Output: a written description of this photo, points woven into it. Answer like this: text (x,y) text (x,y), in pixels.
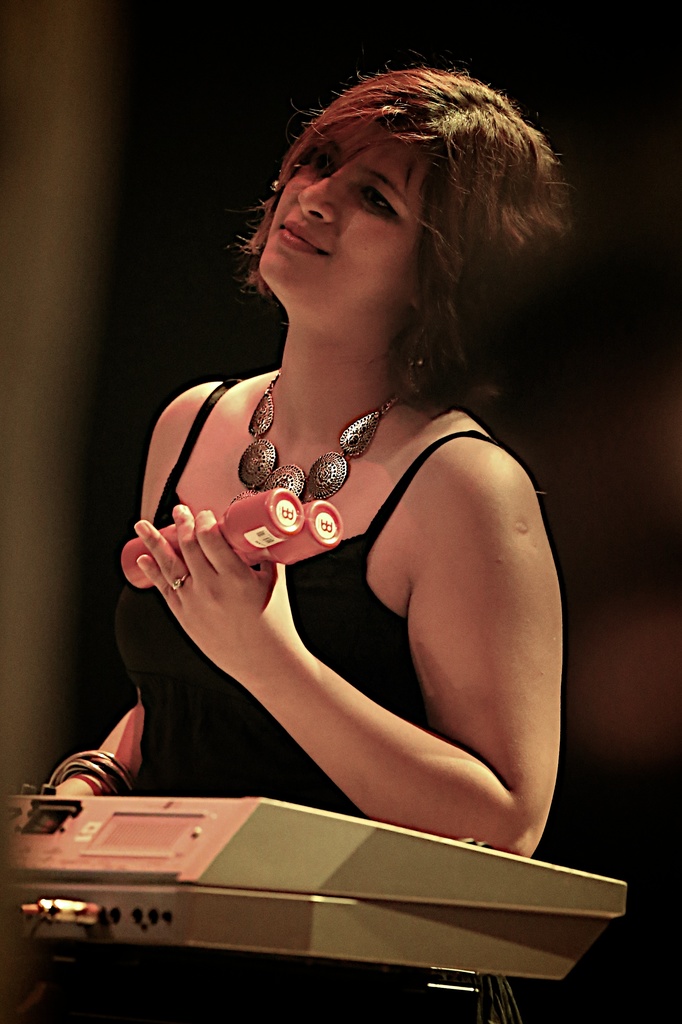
In the image there is a woman (316,369) with necklace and black top (190,744) holding a shaker (243,537) operating a keyboard (184,915) in front of her, the background (574,360) is blurry.
